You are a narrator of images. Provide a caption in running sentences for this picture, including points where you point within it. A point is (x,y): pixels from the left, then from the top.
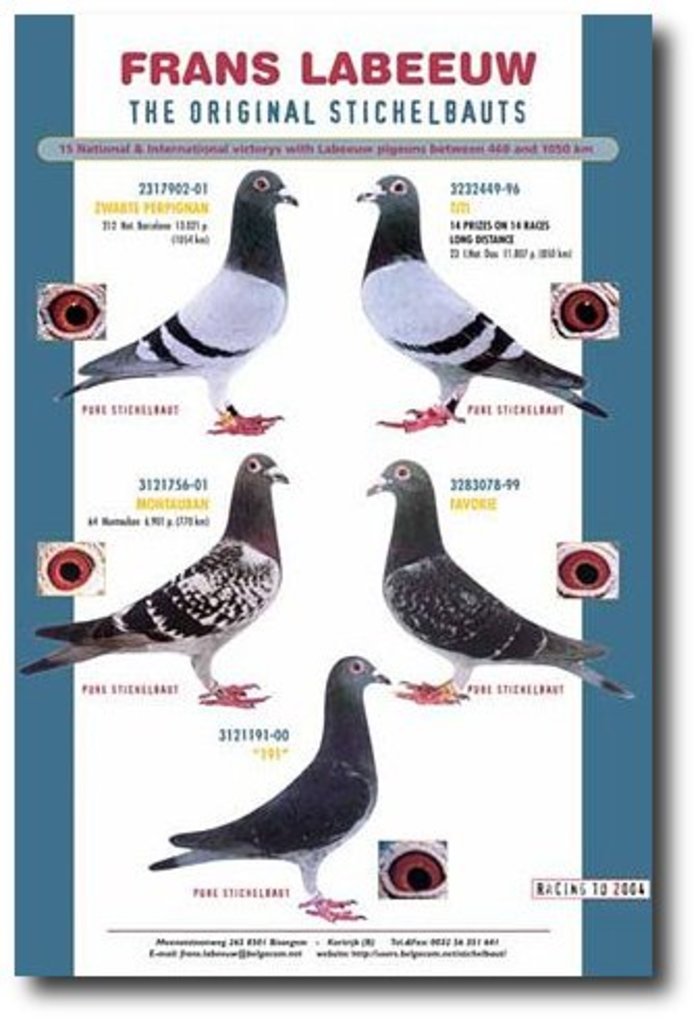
This is a poster (482,441) in this image we could see some birds (225,704), and some text (322,147).
